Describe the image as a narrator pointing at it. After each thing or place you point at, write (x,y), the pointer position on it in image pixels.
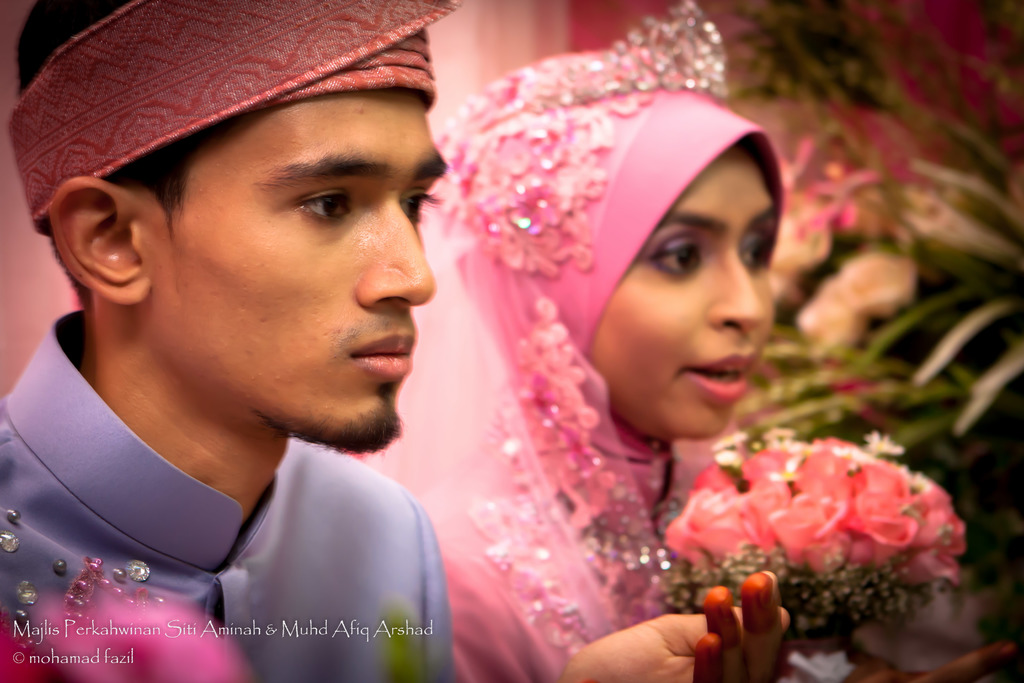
In this image we can see a man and a woman (678,372). We can also see a bouquet (804,570) and a plant (875,392).
